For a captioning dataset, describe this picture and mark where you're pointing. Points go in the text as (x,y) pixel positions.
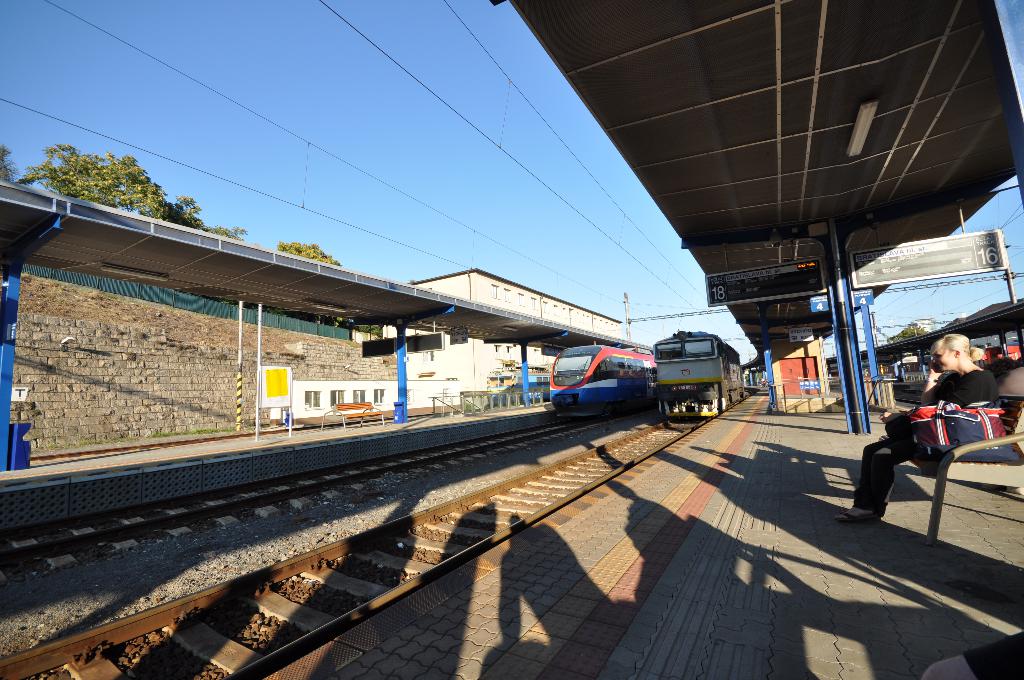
In the center of the image (658,370) there are trains (572,405) on the railway track (525,490). To the right side of the image (699,560) there is a platform (772,433). There is a person (855,512) sitting on the bench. In the background of the image (437,367) there is a house (475,294), sky (389,140), electric wires (172,69). trees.
